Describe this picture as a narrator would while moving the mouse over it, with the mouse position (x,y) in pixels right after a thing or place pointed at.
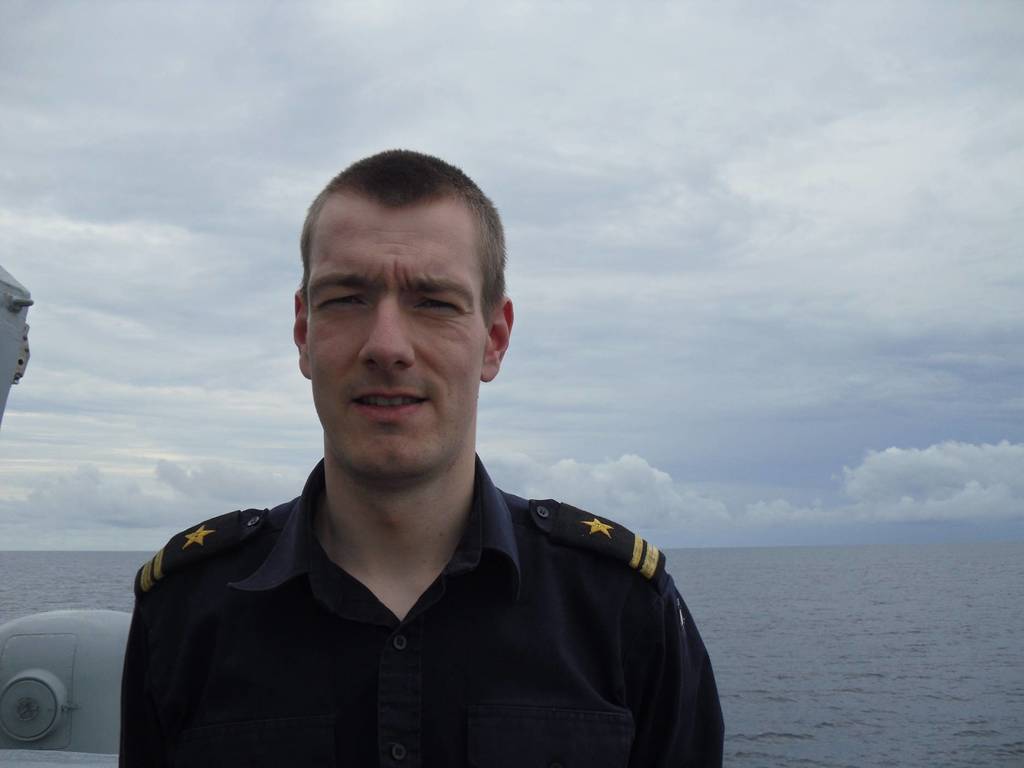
In this image there is the sky (814,324), there are clouds (641,456) in the sky (724,245), there is sea (879,632) truncated towards the right of the image (949,588), there is a person (381,440) truncated towards the bottom of the image (428,532), there is an object (24,366) truncated towards the left of the image (75,735).
